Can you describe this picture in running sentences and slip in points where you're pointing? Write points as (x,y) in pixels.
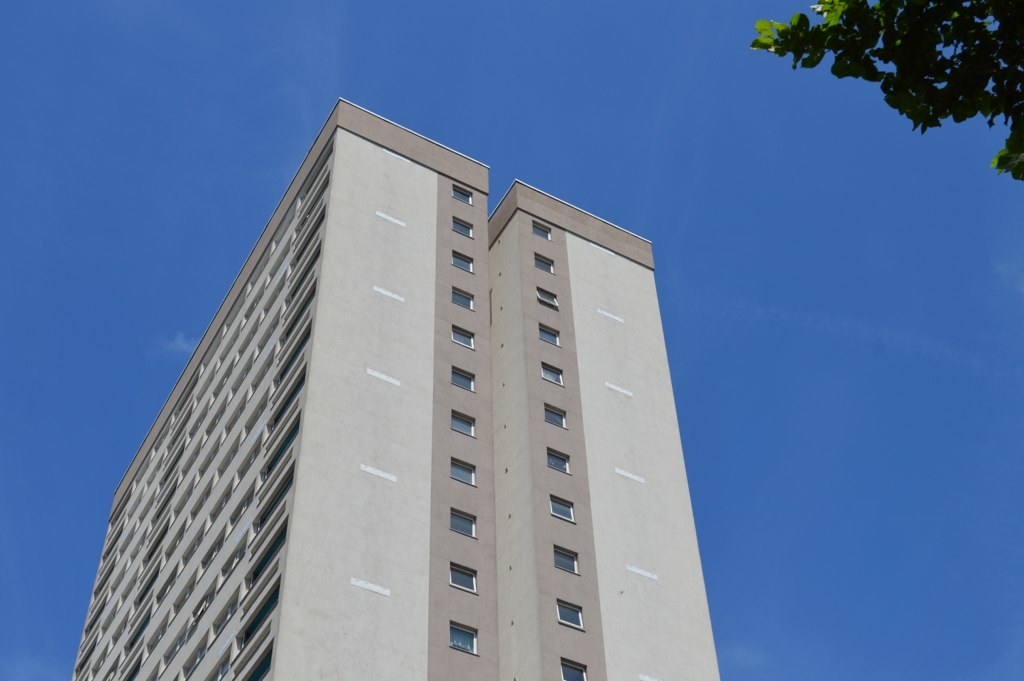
In this picture there is a tree (910,52) in the top right side of the image (894,50) and there is a skyscraper (360,326) in the center of the image (431,293).
